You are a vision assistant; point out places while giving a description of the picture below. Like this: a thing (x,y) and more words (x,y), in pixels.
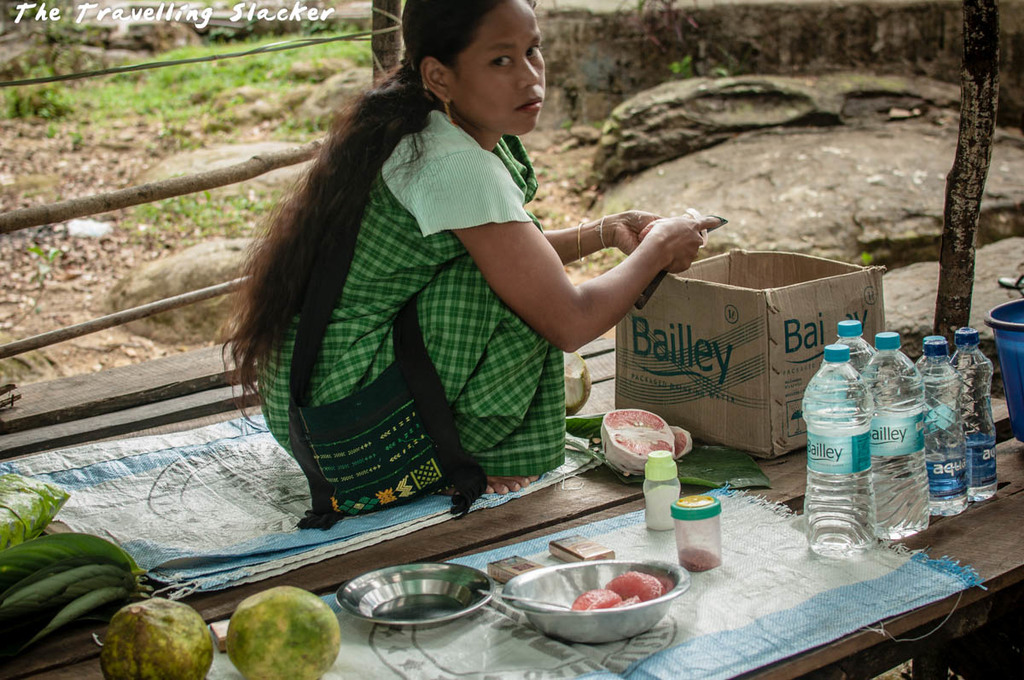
In the picture a woman (491,438) is sitting and cutting some fruits (185,618) on the table (1006,513) there are card board box (795,310) bottles (887,431), bowls (663,606) food items (659,579) in the bowl (654,564) plates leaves (105,558) near to the woman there are wooden poles (16,226) there is some grass (177,91).
